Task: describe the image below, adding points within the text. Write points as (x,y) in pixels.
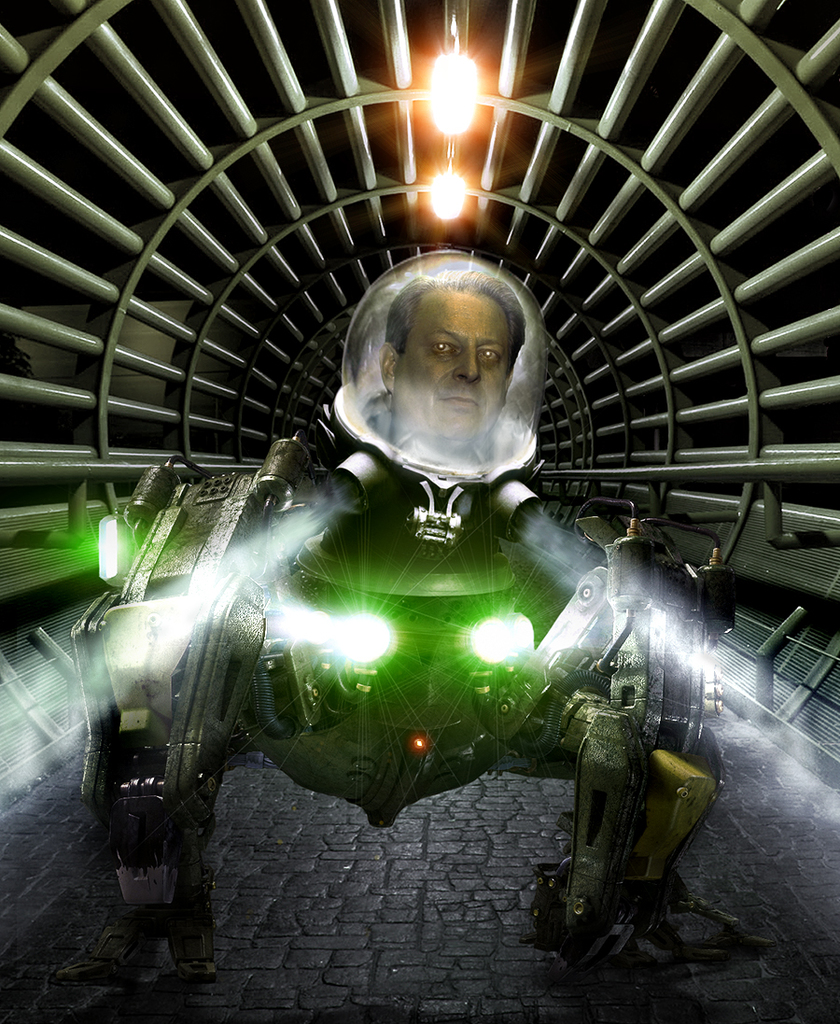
In this picture we can see a metal way (298,222) and a man (403,319) with some robotic machine (410,626) and here we can see green color light (292,622) and orange color light (451,108) over here above him and this is a path (255,892).
